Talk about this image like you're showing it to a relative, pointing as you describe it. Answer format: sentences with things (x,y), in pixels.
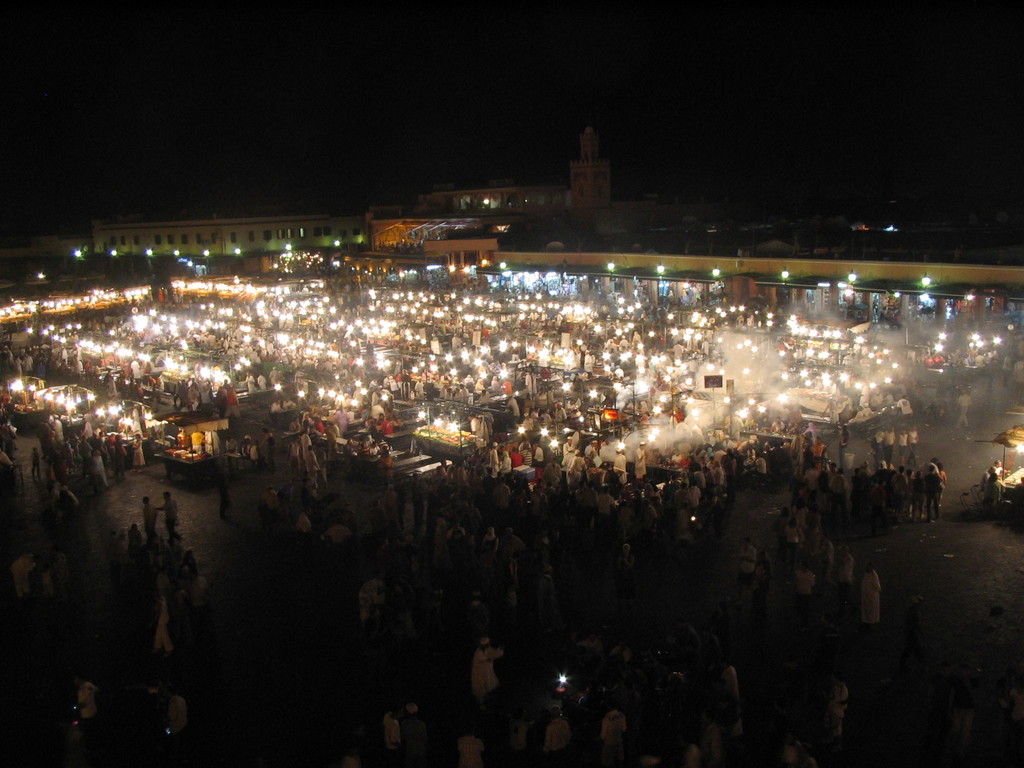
It looks like a market (572,498), there are many people (197,585) that are walking on the road (344,613) and these are the lights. In the long back side there are buildings (569,258).
